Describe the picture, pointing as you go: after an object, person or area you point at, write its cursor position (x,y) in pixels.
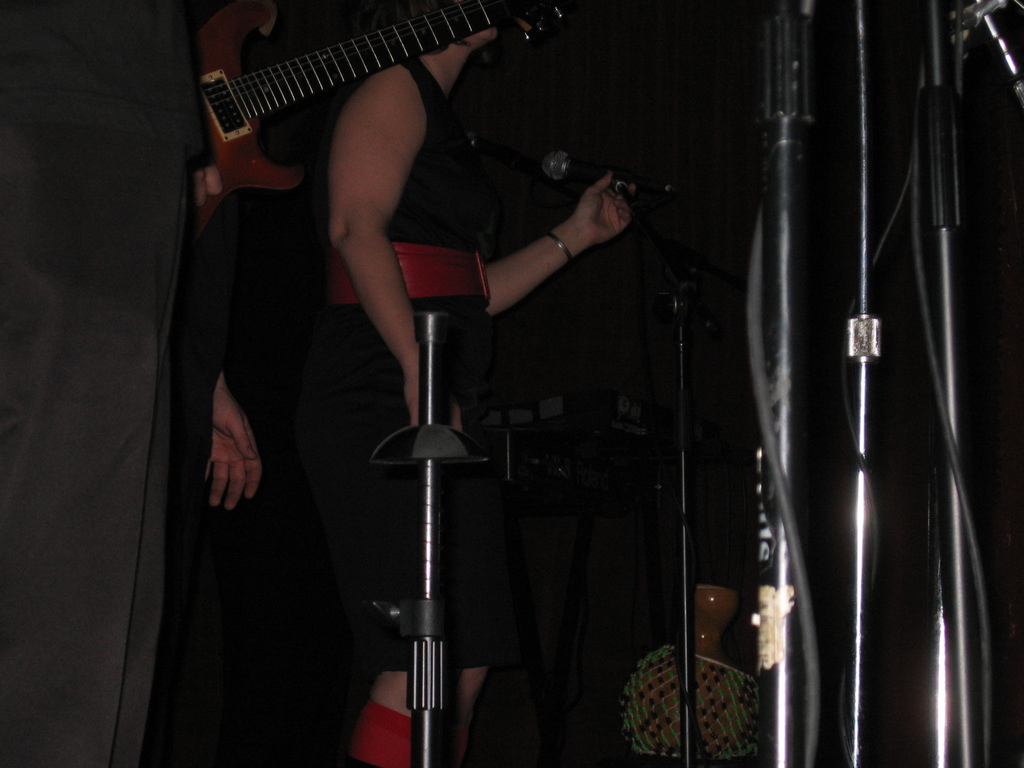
This image might be clicked in a musical concert. There are mic stands (793,443) on the right side (799,401) and there is a person (412,263) in the middle (509,270). There is another person (230,248) behind them. They are holding guitar (268,91).
